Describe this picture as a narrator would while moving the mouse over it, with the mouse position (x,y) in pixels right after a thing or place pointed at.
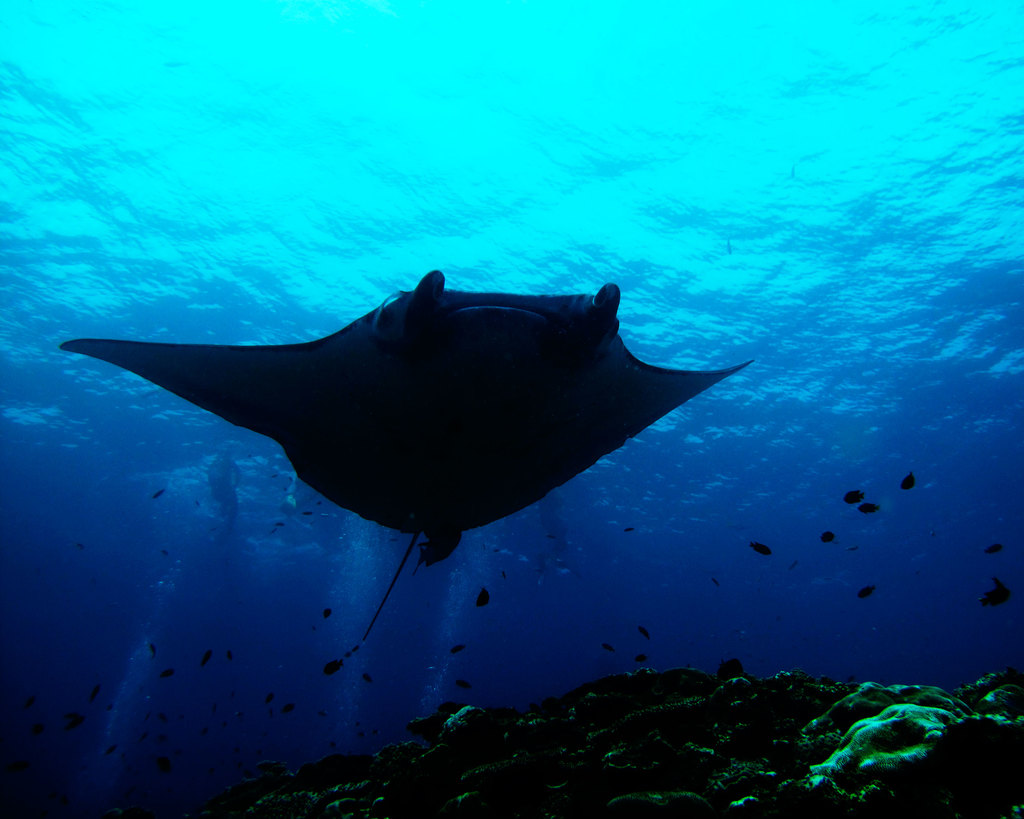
In this picture I can see fishes (479,460) swimming in the water (581,500). On the right side (716,692) I can see rocks (824,768).
